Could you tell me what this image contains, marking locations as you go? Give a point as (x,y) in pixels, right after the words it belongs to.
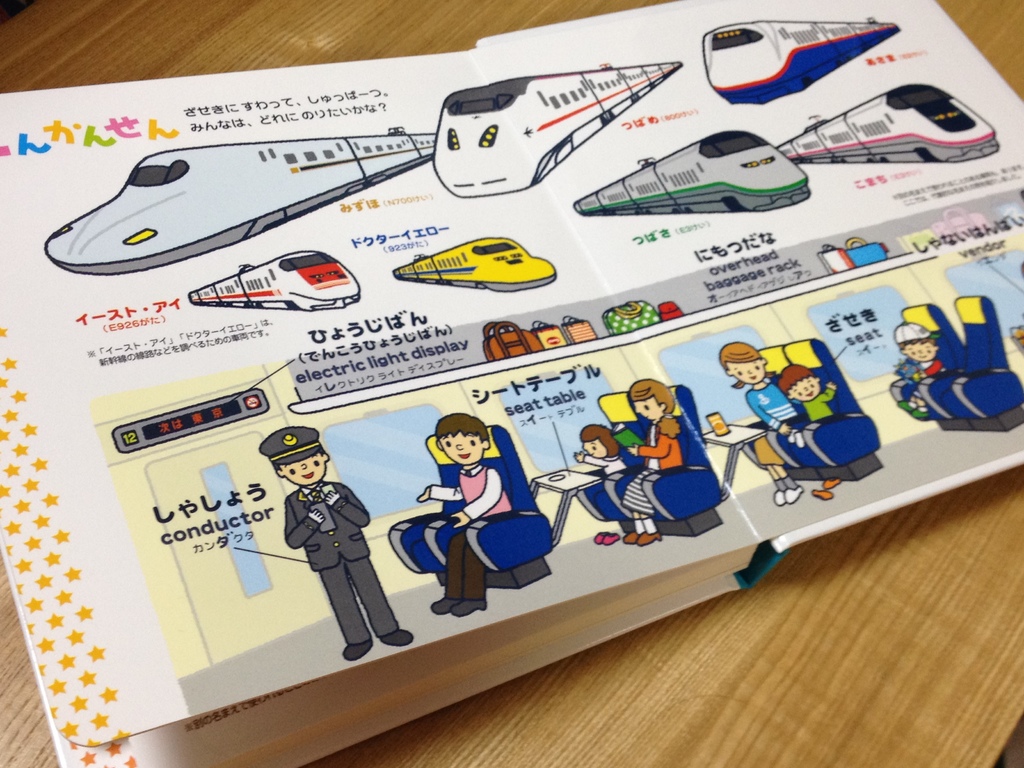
This picture is taken from the book (469,410) where we can see that there are so many trains (507,159) one beside the other at the top (467,129). At the bottom (481,522) there are few people (674,421) sitting in the chairs (699,425). The book (392,481) is on the table (861,683).
